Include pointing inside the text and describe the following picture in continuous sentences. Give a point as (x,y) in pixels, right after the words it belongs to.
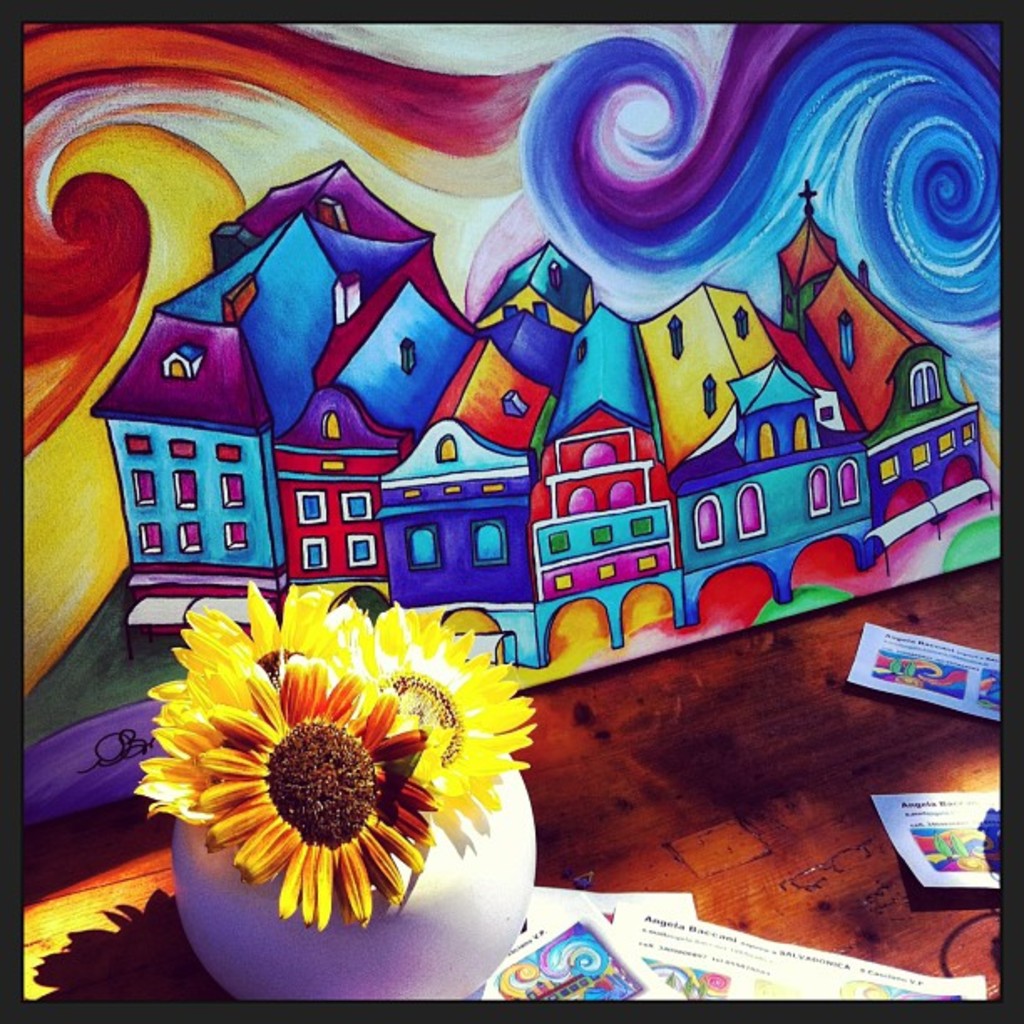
In this image there is a painting (348,513) on the wall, beside that there is a table (985,601) with flower vase (463,886) and papers (532,993).
